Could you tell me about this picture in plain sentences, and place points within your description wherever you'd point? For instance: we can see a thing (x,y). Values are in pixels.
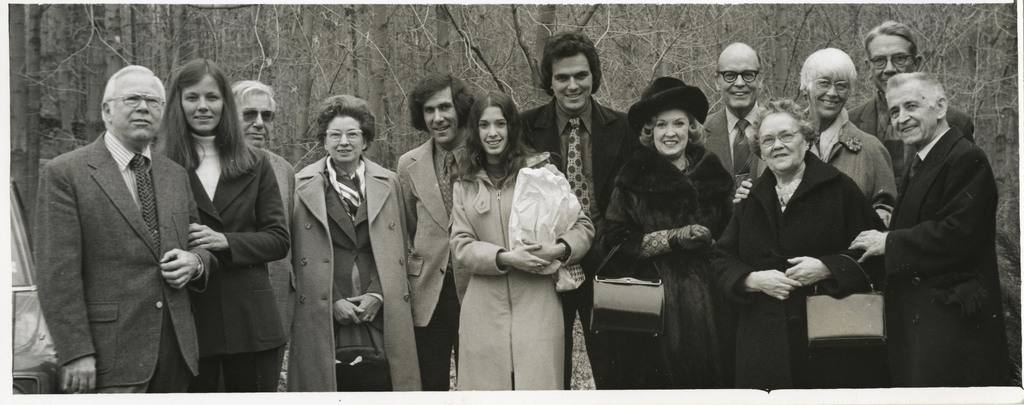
In this black and white picture there are men (108,182) and women (826,176) standing. They are smiling. Behind them there are trees (237,35).
